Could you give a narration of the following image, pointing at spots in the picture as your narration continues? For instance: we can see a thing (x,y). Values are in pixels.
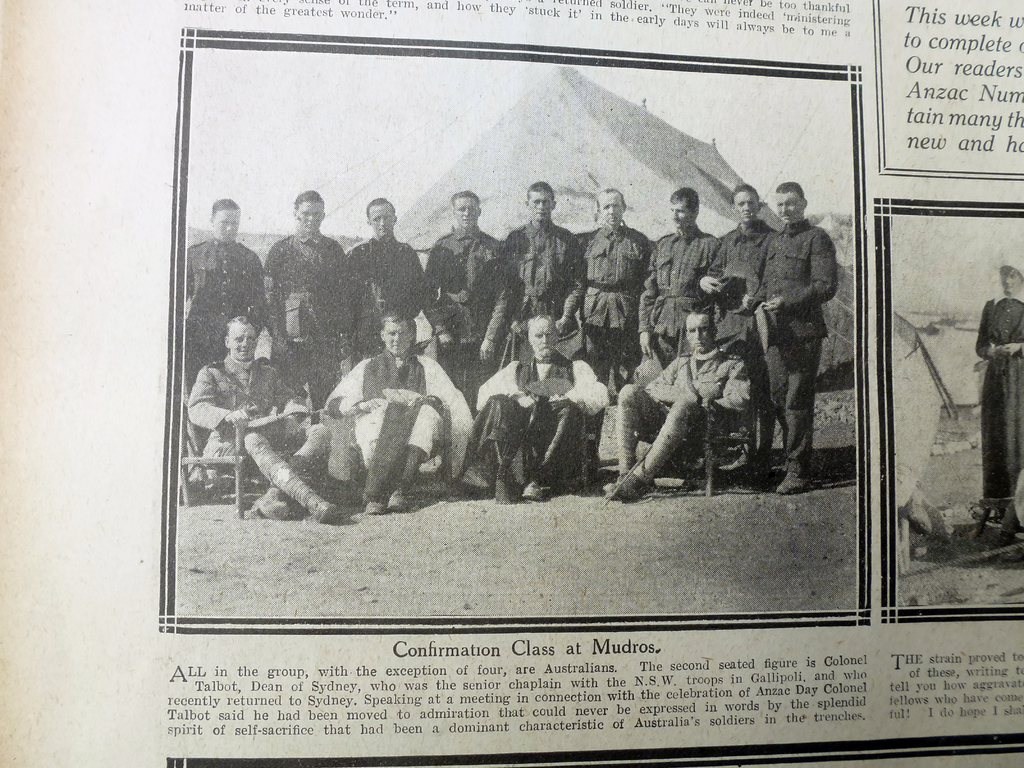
In this image, we can see an article (557,433). Here we can see two pictures (771,504). In these pictures (645,457), we can see people (584,415).
